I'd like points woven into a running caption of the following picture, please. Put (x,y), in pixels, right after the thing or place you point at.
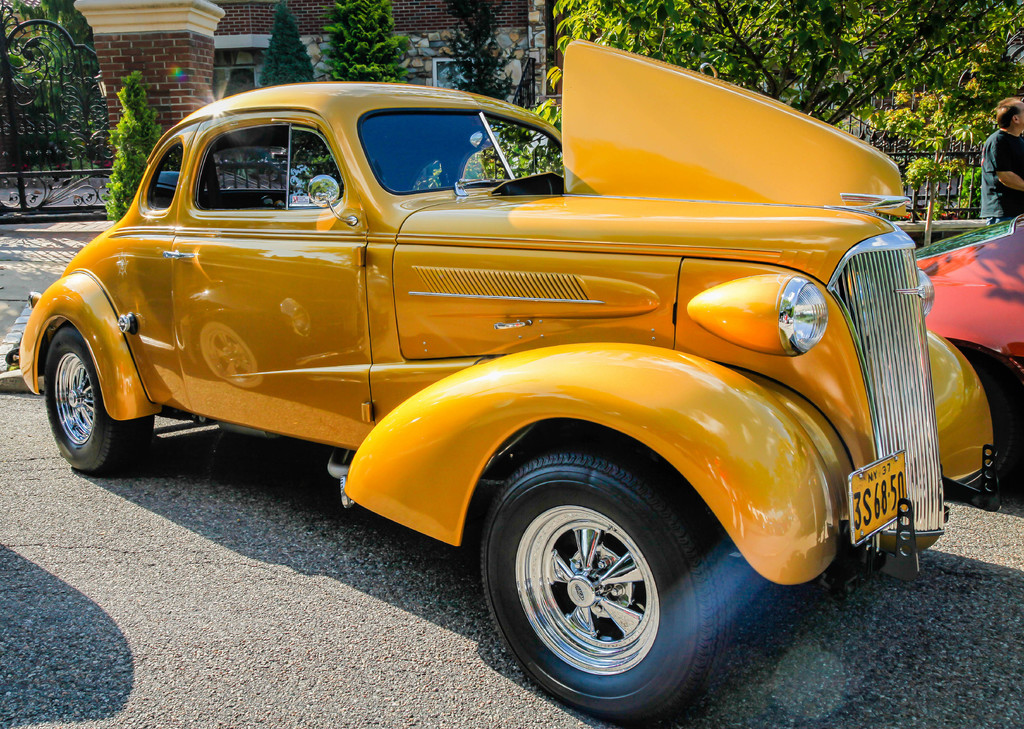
In this picture we can see few cars (599,346) on the road (911,622), in the background (409,51) we can find few trees (754,88), metal rods (88,79) and a house (420,17), on the right side of the image (988,164) we can see a man (990,152).
